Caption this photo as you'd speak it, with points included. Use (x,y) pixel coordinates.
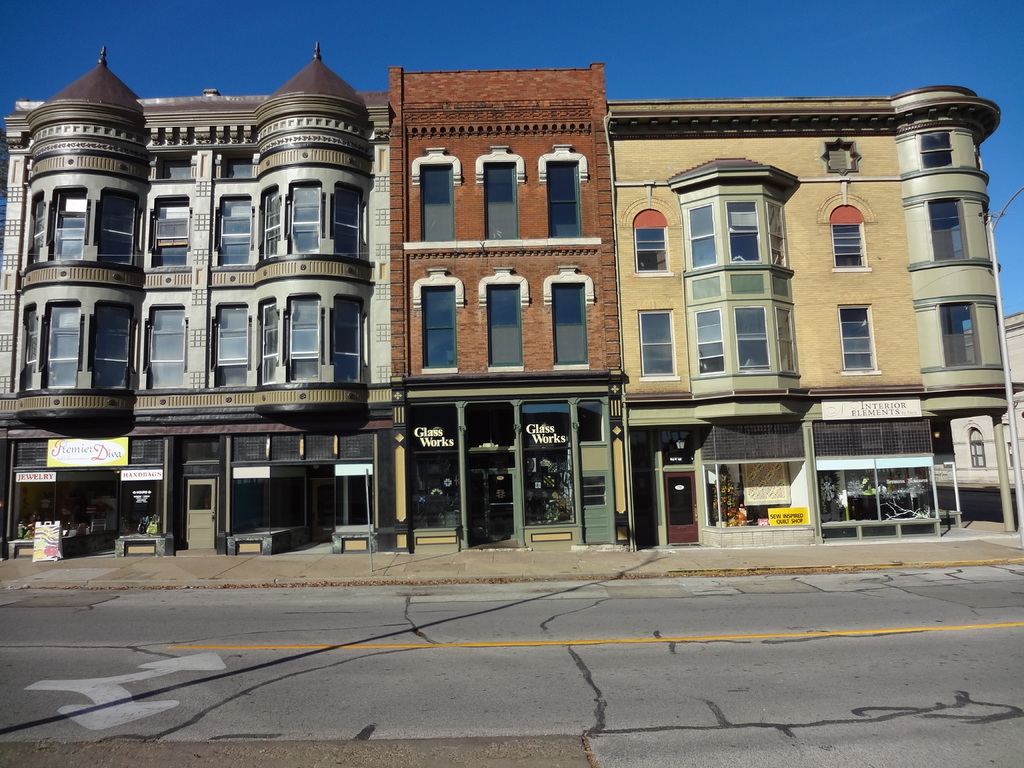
In the foreground of this image (462,680), there is a road (660,670) in the background (640,239), there are buildings (354,281), roads (507,682) and banners (72,454). In the background (750,62), there is the sky (712,60).
